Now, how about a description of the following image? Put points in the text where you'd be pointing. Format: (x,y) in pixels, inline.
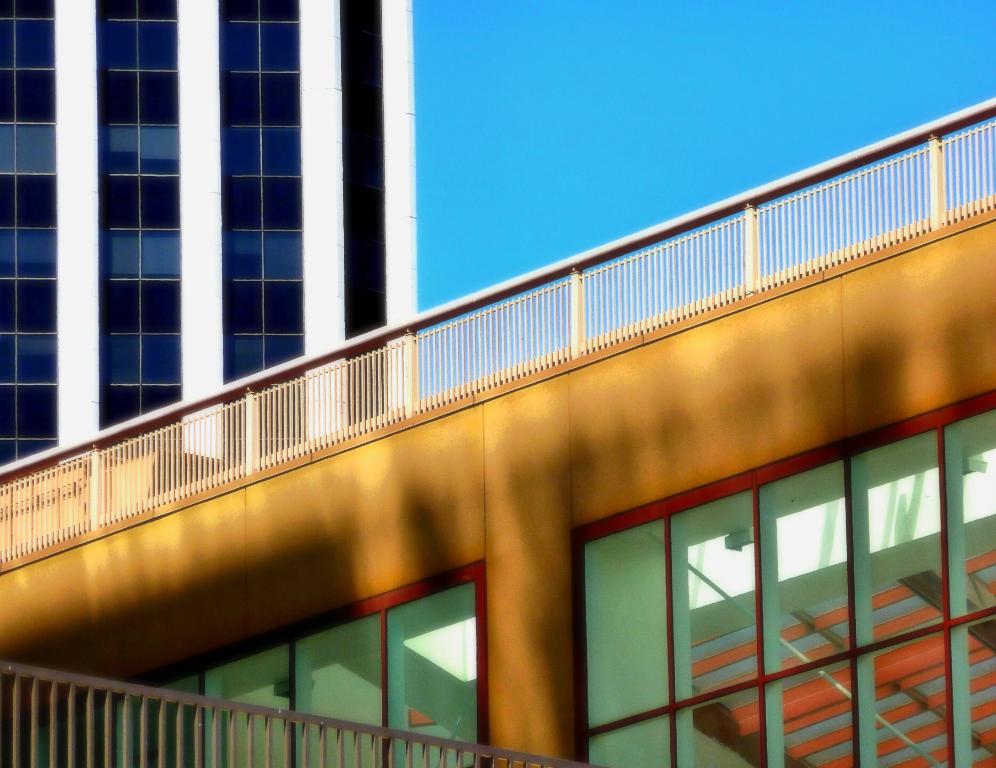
On the left side of the image (83,441) we can see a building (15,435). In the center of the image (651,284) we can see the railing (980,215). At the bottom of the image (379,709) we can see the wall (608,506), roof (875,673), glass windows (765,586) and railing (36,722). At the top of the image (580,136) we can see the sky (772,62).
